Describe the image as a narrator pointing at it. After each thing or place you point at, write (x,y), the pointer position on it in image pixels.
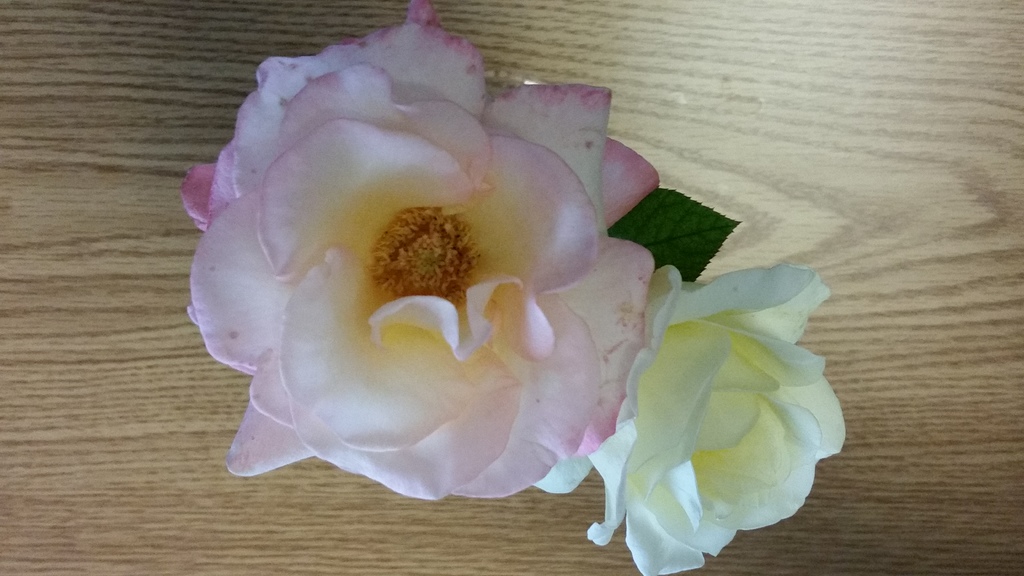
In this image I can see a pink and white color rose flowers (433,362) kept on the wooden table (119,401).
